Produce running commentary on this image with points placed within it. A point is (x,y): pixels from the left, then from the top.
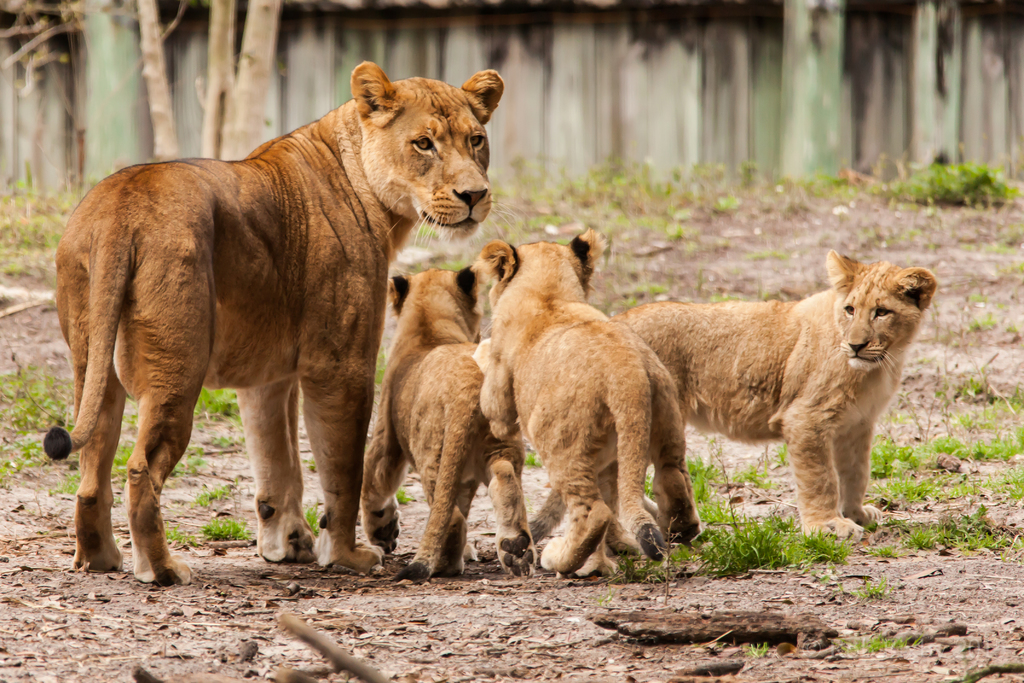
In this picture there are few lions (688,328) standing on the ground (717,456) and there are some other objects (415,54) in the background (548,62).
